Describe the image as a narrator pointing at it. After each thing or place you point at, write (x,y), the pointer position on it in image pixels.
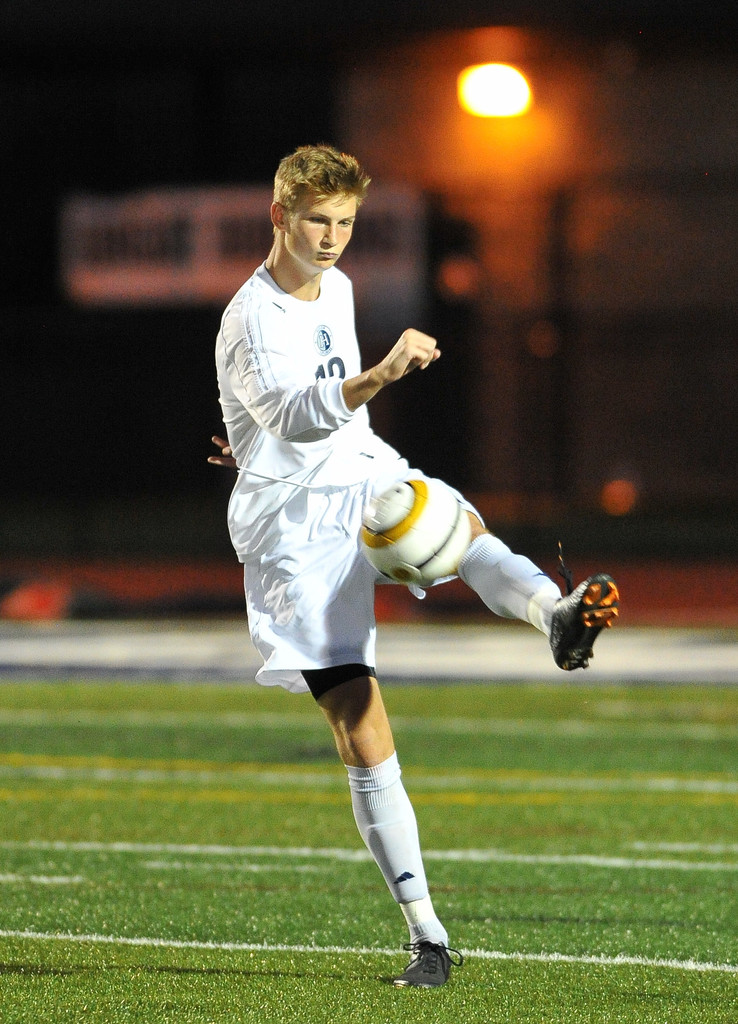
In this picture we can see man (316,438) trying to kick the ball (431,573) and he is standing on a ground (141,810) and in background (185,296) we can see light (466,80), name board (116,270) and it is dark.
